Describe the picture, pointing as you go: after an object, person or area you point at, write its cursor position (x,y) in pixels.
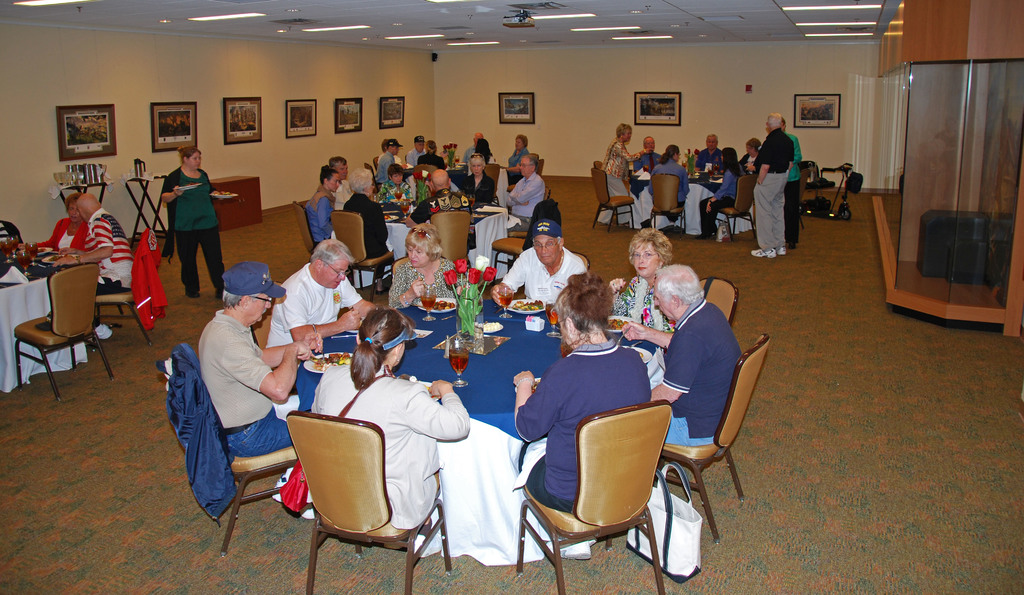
In this picture there are group of people (515,288) sitting on the chair (373,468). There is a glass (456,360), flower (449,281), food (444,300) in the plate (519,308), cloth (436,363) on table (483,379). There is a woman (200,209) standing and holding two plates (213,195) in her hand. There are group of people (73,253) sitting on the chair (65,274) to the left (130,266). There are many frames (335,104) on the wall (763,93). There is a vehicle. There is a glass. There are lights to the roof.
